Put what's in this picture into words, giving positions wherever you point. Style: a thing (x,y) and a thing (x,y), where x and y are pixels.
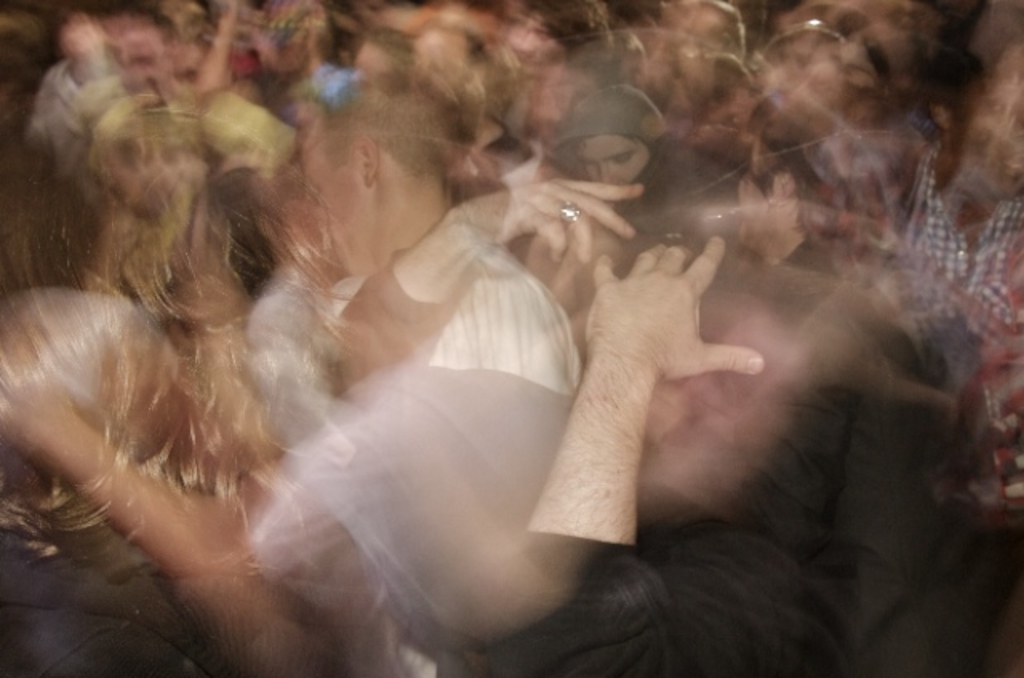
This image is a little blurred. This image is an edited image. In this image there are many people (723,386).
